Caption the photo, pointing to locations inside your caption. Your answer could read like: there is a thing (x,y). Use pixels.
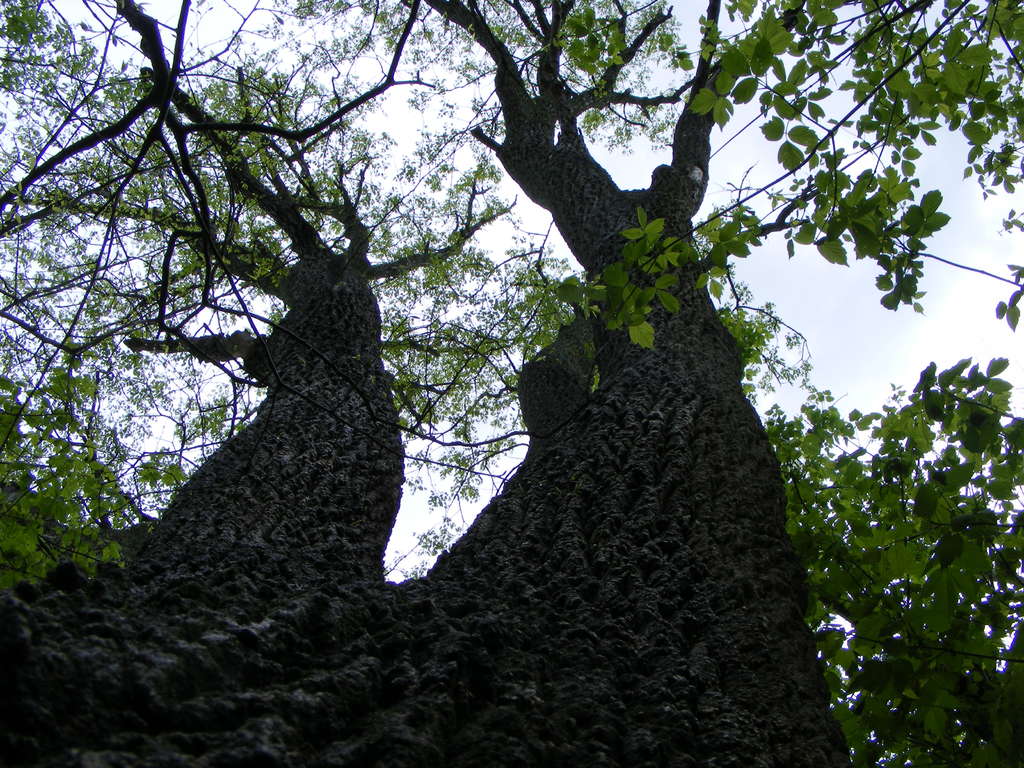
In this picture we can see trees (632,557) and leaves (59,373) in the front (605,553), there is the sky (402,97) at the top of the picture (407,106).
